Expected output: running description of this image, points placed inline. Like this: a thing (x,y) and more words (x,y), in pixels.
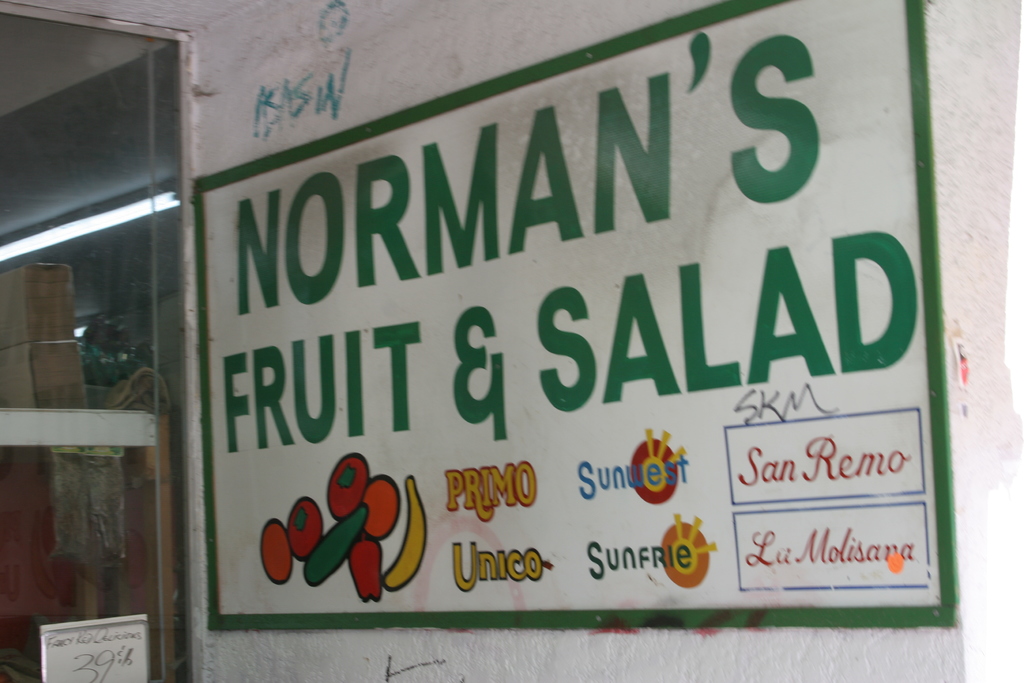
In this image I can see the board (484,559) to the wall (380,100). I can see something is written on the board (382,488). To the left (130,486) I can see the glass door (73,498) and there is a light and some objects (47,331) can be seen through the glass (84,345).
